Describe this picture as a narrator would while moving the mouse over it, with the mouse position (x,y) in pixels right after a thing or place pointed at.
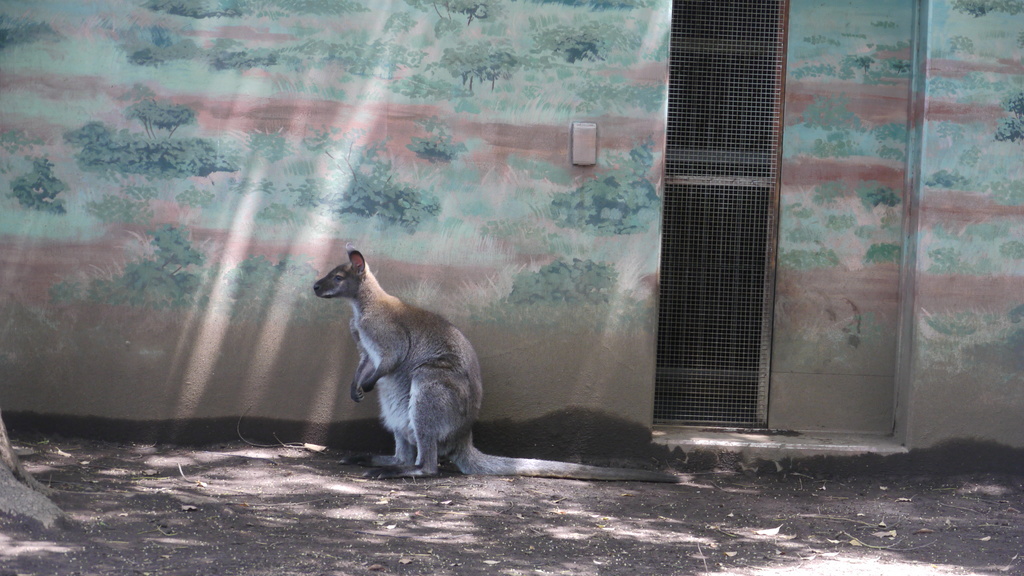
This is a kangaroo (467,385) standing. I think this is a building wall (328,167) with the wall painting (417,173). This looks like a fence sheet (707,191).
